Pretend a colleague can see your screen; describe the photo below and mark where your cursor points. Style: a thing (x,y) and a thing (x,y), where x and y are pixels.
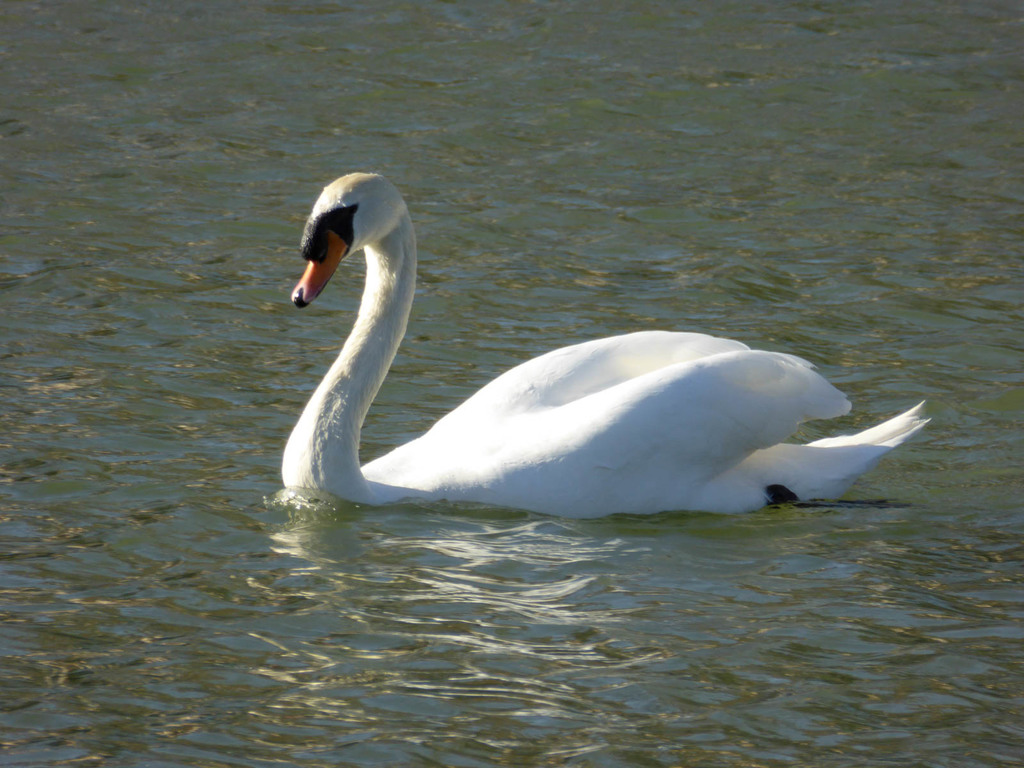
In this picture there is a big white color swan (482,450) swimming in the lake water (220,614).
